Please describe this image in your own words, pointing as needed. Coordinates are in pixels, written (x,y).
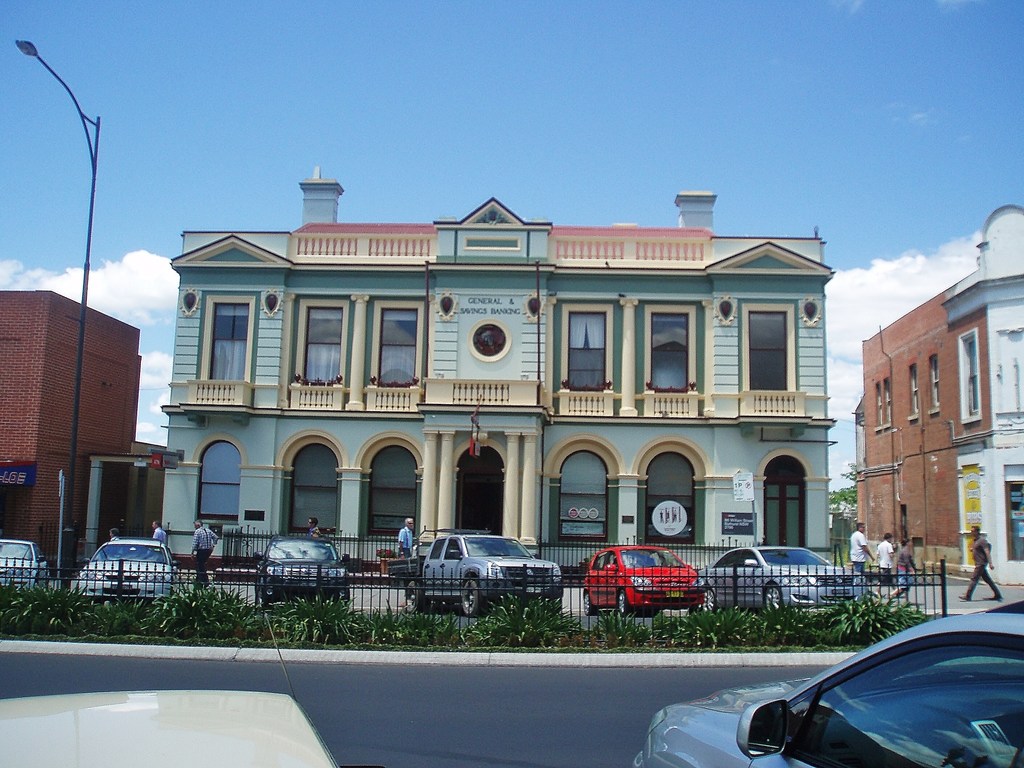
In the foreground of the image (801,739) we can see group of vehicles (491,600) parked on the ground (829,664), a group of plants (860,631), fence (828,591). In the center of the image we can see a group of people (974,573) standing on the ground (963,580). In the background (188,550), we can see a group of buildings (1023,450) with windows (564,495), light pole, sign board (34,478) with some text (14,480) and the cloudy sky (463,155).
